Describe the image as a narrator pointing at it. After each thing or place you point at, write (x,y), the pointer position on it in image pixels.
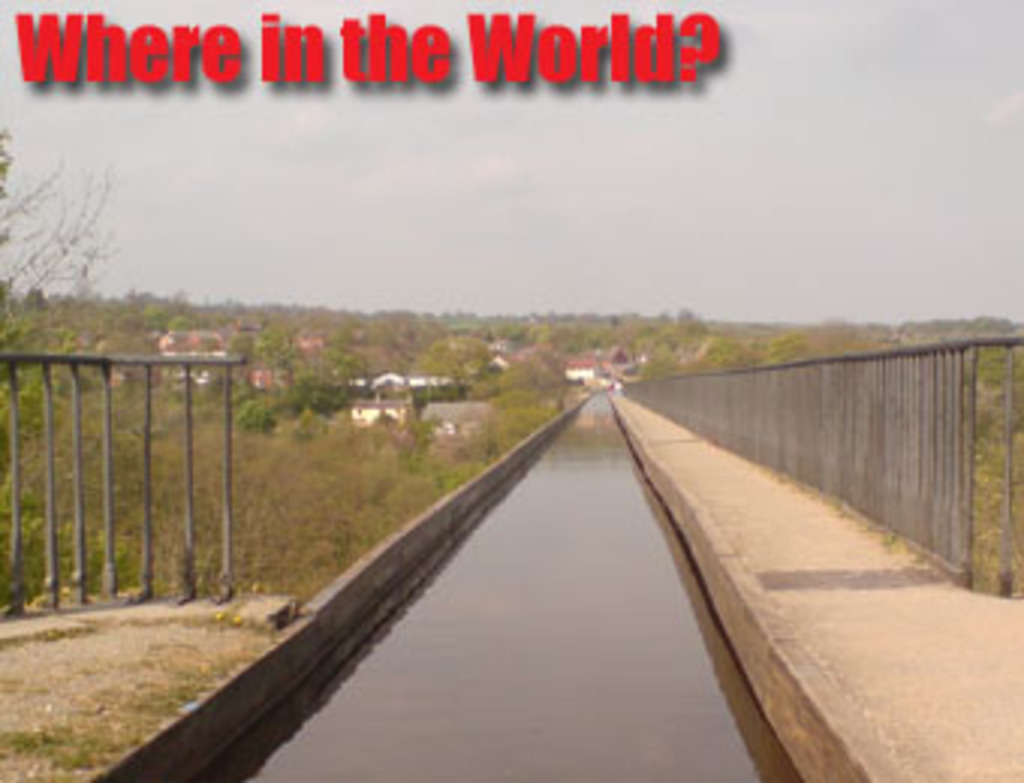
In this picture we can see fences (18,516), path (682,455), water (618,772), trees (397,483), buildings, grass (44,768), some text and in the background (587,139) we can see the sky (587,139).
